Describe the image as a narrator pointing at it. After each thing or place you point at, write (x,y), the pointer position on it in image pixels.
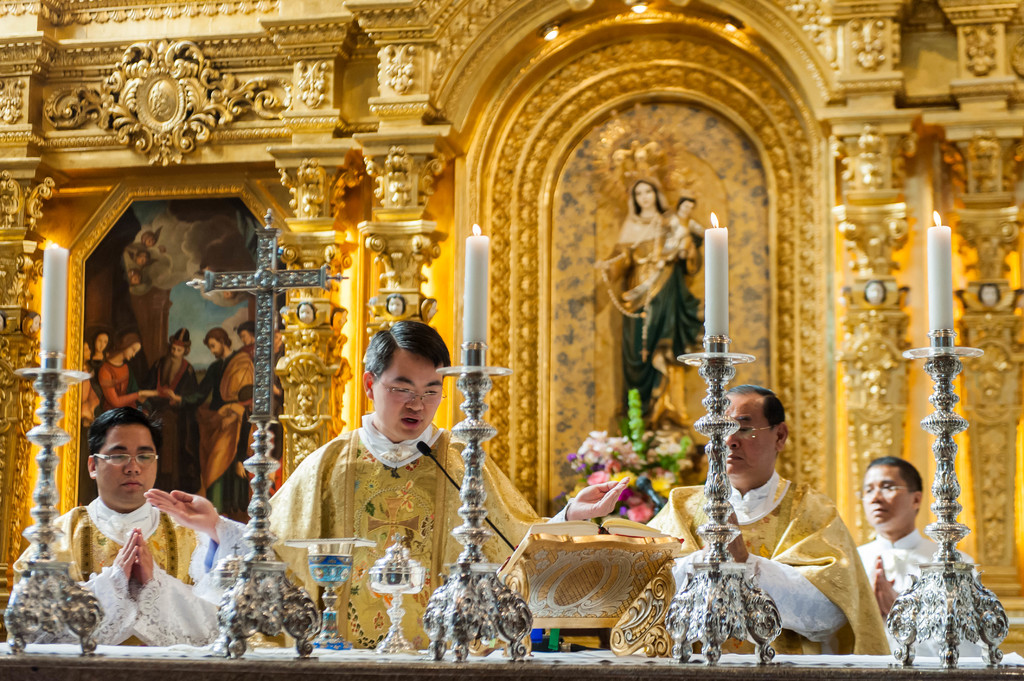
Here we can see four persons (170,601) and there are candles (944,315), flower bouquet (667,439), and a sculpture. In the background (353,271) we can see a frame (151,217) and design wall (337,194).
